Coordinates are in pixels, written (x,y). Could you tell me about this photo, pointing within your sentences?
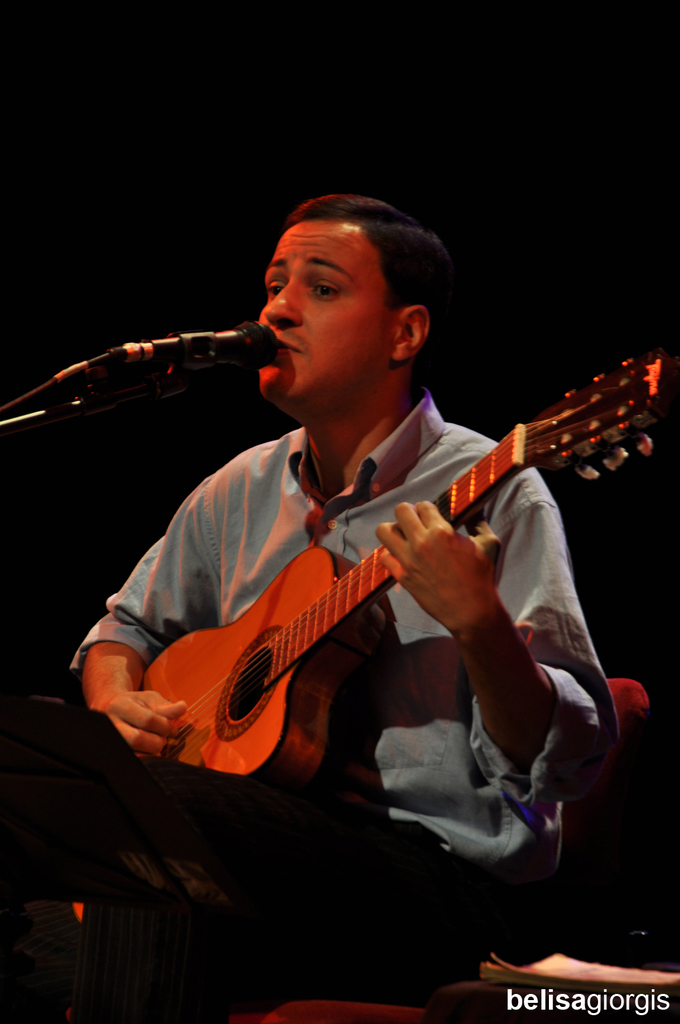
In this picture we can see a man (333,532) is sitting on a chair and holding a musical instrument (331,570) and singing a song. In front of the man (274,397) there is a microphone (171,357) with stand (118,389) and a cable (31,397). On the right side of the man (318,782) there is a book (539,967). Behind the man (311,457) there is a dark background (624,576) and on the image there is a watermark (550,999).
